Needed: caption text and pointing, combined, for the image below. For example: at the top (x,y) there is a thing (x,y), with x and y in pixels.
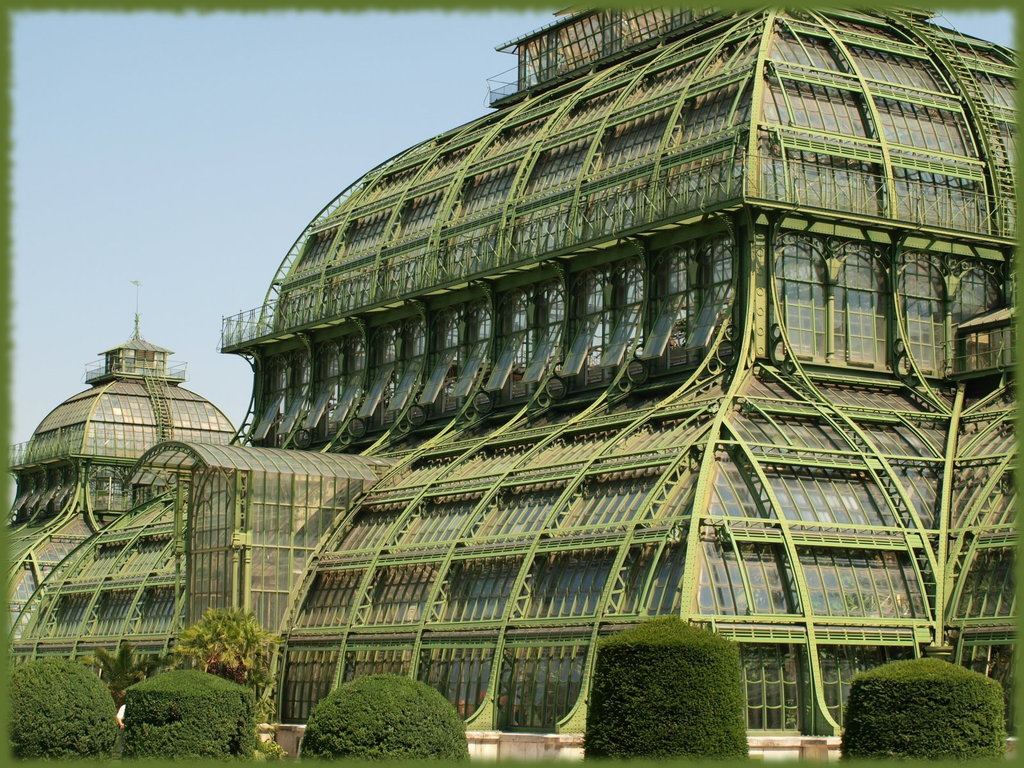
In this picture there is a green color iron frame building (628,437). In the front (424,692) bottom side there are some plant bushes (354,694). In the background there is a blue sky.
